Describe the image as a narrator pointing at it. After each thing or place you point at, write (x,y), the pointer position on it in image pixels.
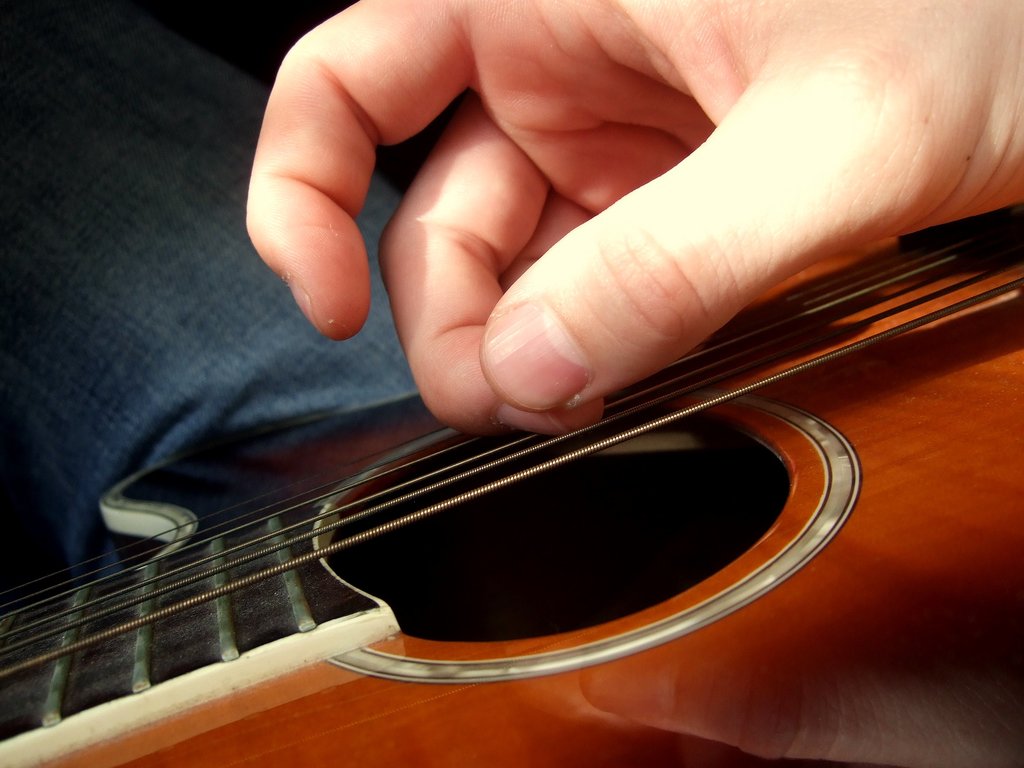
There is a guitar (323,627) in this given picture on which a human hand (559,331) is placed on the strings (689,413). In the background (132,285) there is a leg (115,273).
